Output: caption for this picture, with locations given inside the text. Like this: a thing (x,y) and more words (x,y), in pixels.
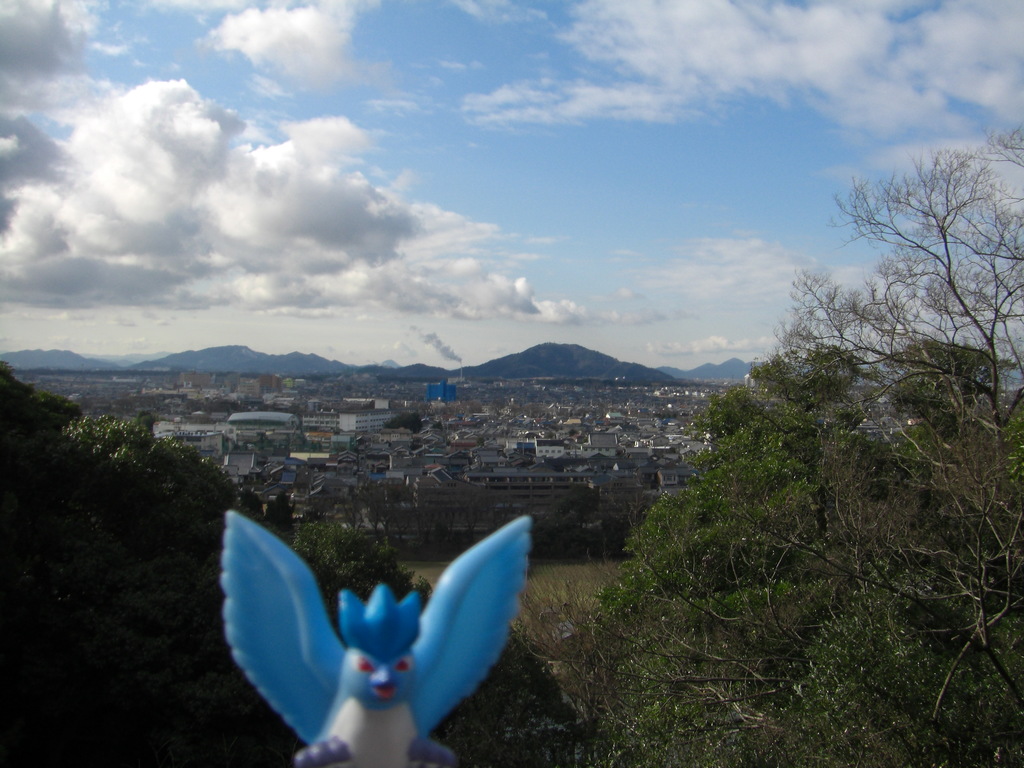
This is an aerial view. In this picture we can see the mountains (615,367), buildings (535,387). At the bottom of the image (583,663) we can see the trees (573,551), grass (579,616) and object (385,690). At the top of the image (288,156) we can see the clouds (323,218) are present in the sky (323,218).
